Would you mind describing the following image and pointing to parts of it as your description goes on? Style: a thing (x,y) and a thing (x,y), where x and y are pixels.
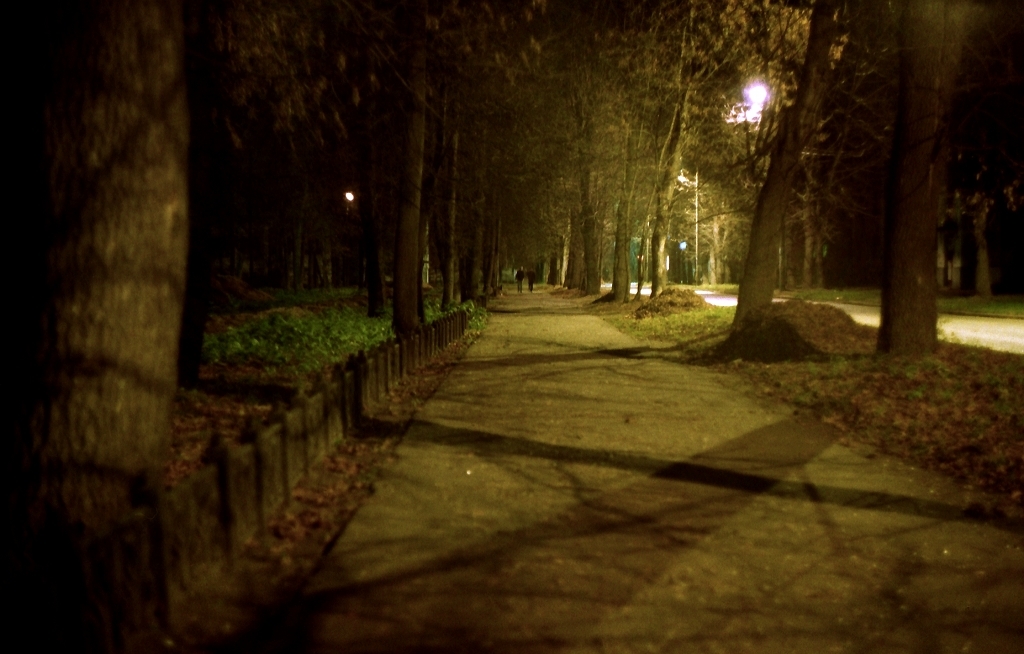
In the image we can see there are two people (522,280) wearing clothes (521,283), they are walking. This is a footpath (549,453), grass (310,322), trees (485,139), light (759,93) and a pole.
